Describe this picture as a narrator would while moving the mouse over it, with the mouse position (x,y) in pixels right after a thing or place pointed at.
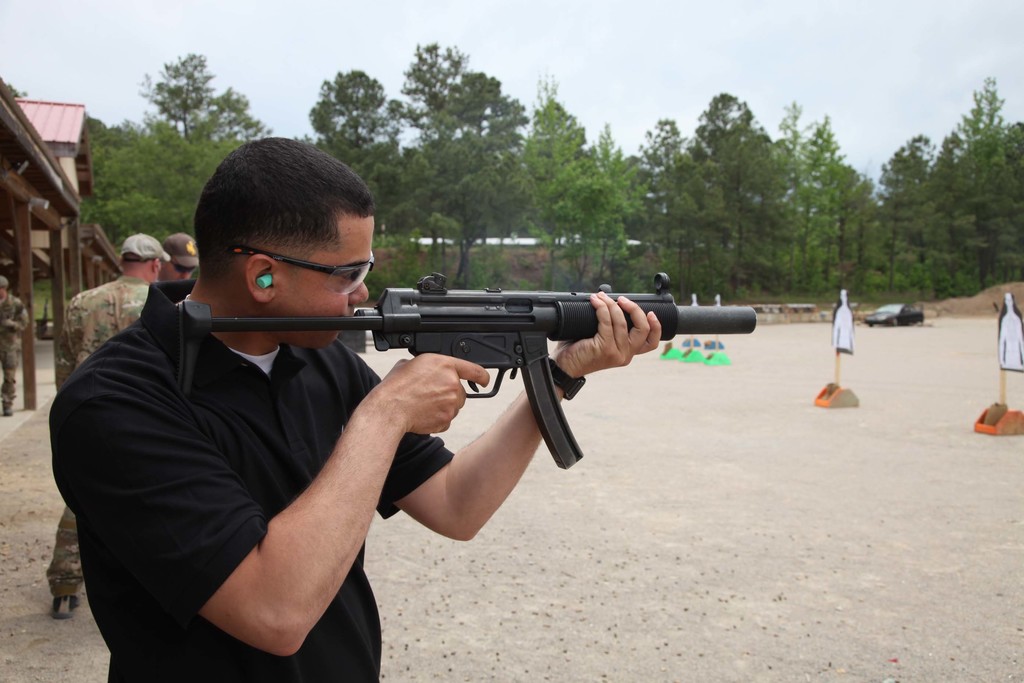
In the picture we can see a man (207,463) wearing black color dress (242,415) standing and holding gun (497,322) in his hands (572,357), on right side of the picture (697,348) there are some targets (828,400) and in the background of the picture (190,255) we can see some persons (10,338) wearing camouflage dress (11,308), there are some trees (400,187) and top of the picture (638,79) there is cloudy sky (619,69).
